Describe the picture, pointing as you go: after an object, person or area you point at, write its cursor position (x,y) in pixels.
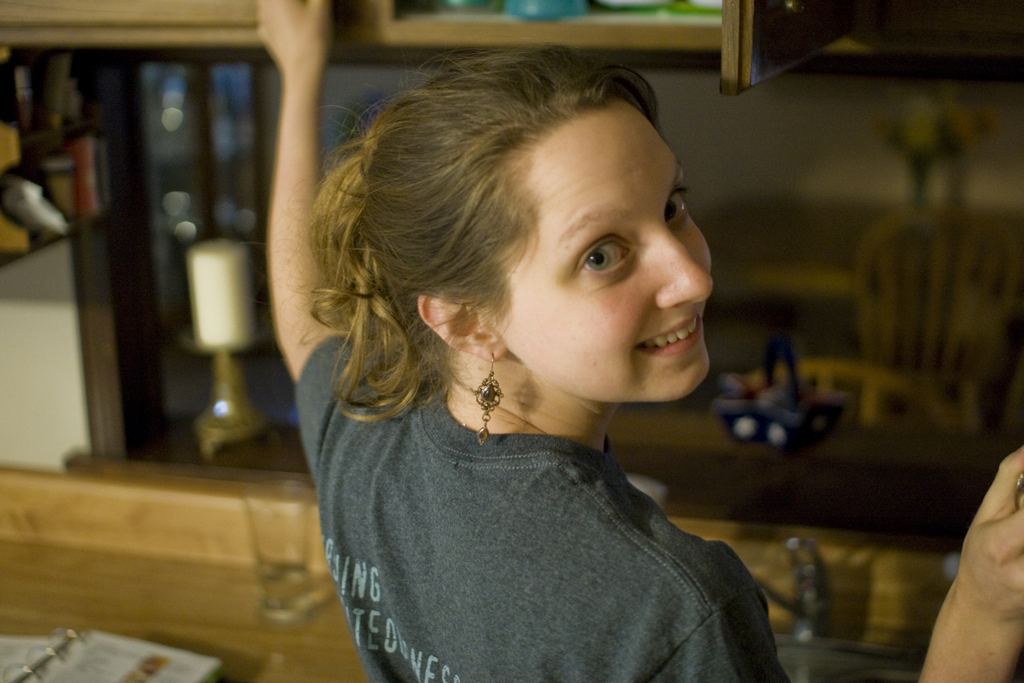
In this image we can see a woman (533,393). Behind the woman (533,393) we can see a glass (275,526), tap (812,568), tables (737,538) and chairs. On the left side (10,218), we can see few objects (19,192) on the racks (39,174). At the top (160,43) we can see the cupboards (125,20). The background of the image (21,264) is blurred.
